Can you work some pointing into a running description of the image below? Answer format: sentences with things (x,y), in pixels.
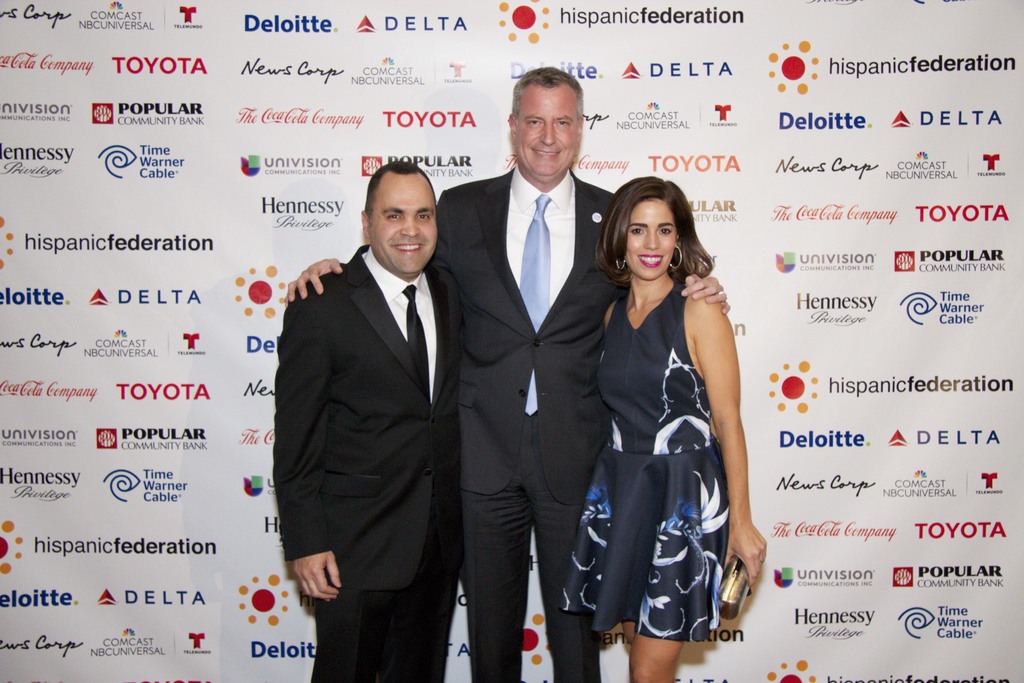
In this picture there is a man (439,309) who is the wearing suit (383,377) and trouser (342,672). Beside him there is another man (529,275) who is wearing suit (536,364) and trouser (512,614). Beside him there is a woman (666,337) who is wearing earrings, dress (653,313) and holding a purse (742,584). Three of them are smiling and standing near to the banner (854,258). On that banner (635,115) I can see the companies name (956,572).
